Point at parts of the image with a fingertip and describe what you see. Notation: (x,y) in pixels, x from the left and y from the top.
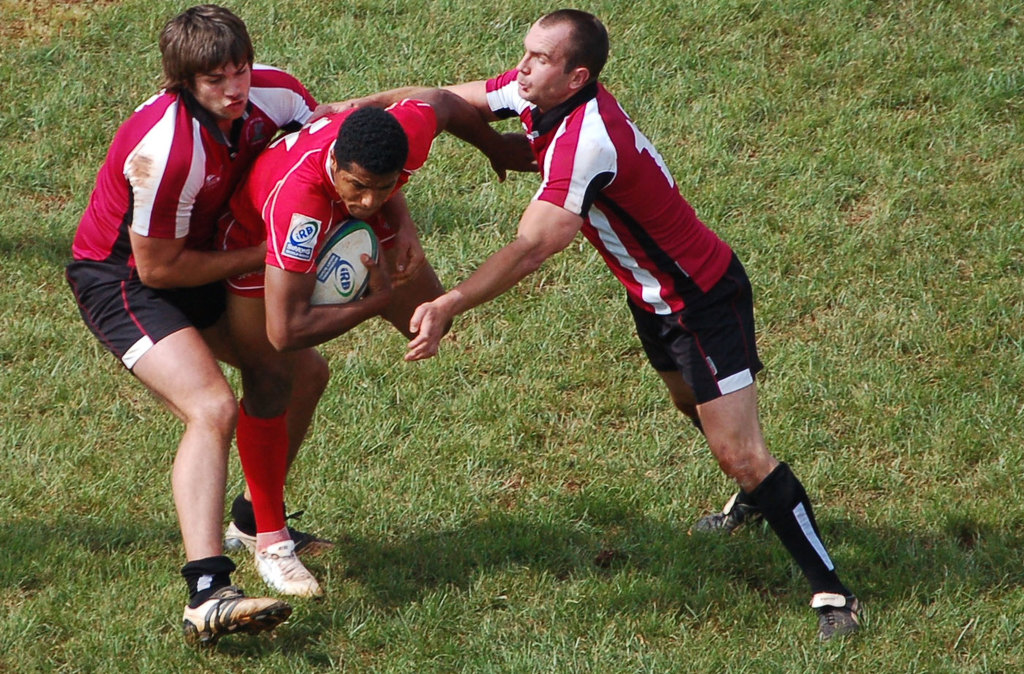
In this image I can see three people (546,119) are wearing red, white and black color dresses (267,179). One person (318,317) is holding a ball (339,280). I can see the green grass (471,454).
